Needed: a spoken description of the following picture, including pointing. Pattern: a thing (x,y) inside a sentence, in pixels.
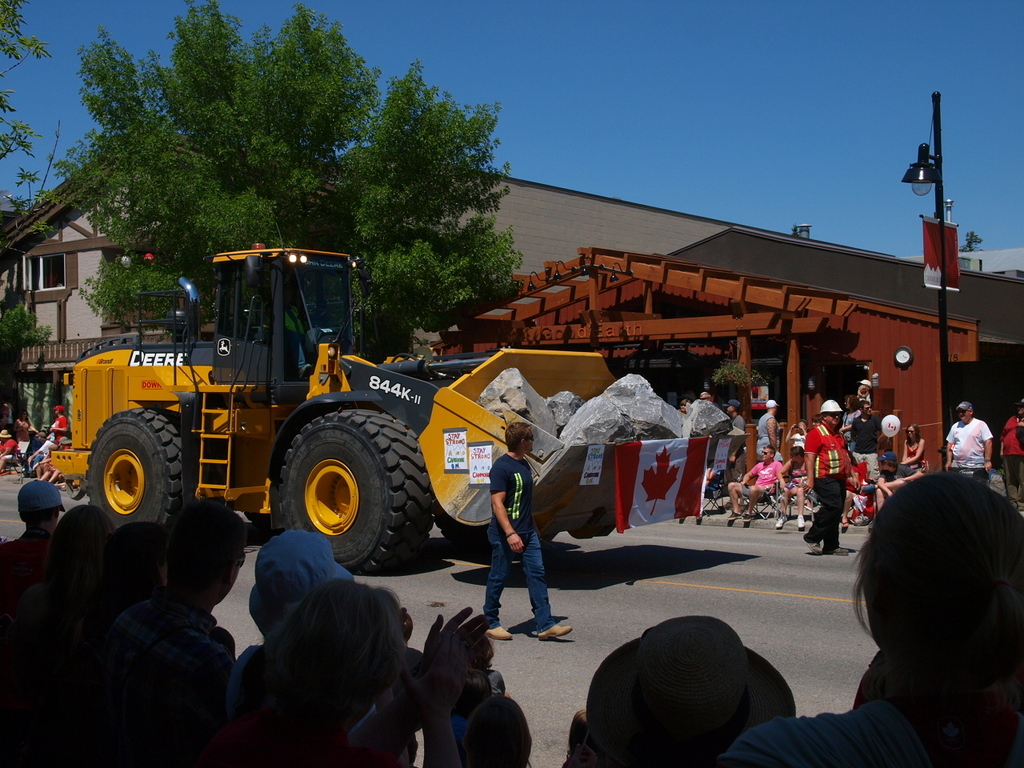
In this image we can see a JCB (299,377) with stones (575,414). On the JCB (578,489) there is a flag (657,469). It is on the road (701,556). Also we can see many people (902,499) on the sides of the road (621,632). In the back (486,160) there are trees (172,163) and buildings (867,339). Also there is a light pole (934,167). In the background (885,94) there is sky (773,66).
